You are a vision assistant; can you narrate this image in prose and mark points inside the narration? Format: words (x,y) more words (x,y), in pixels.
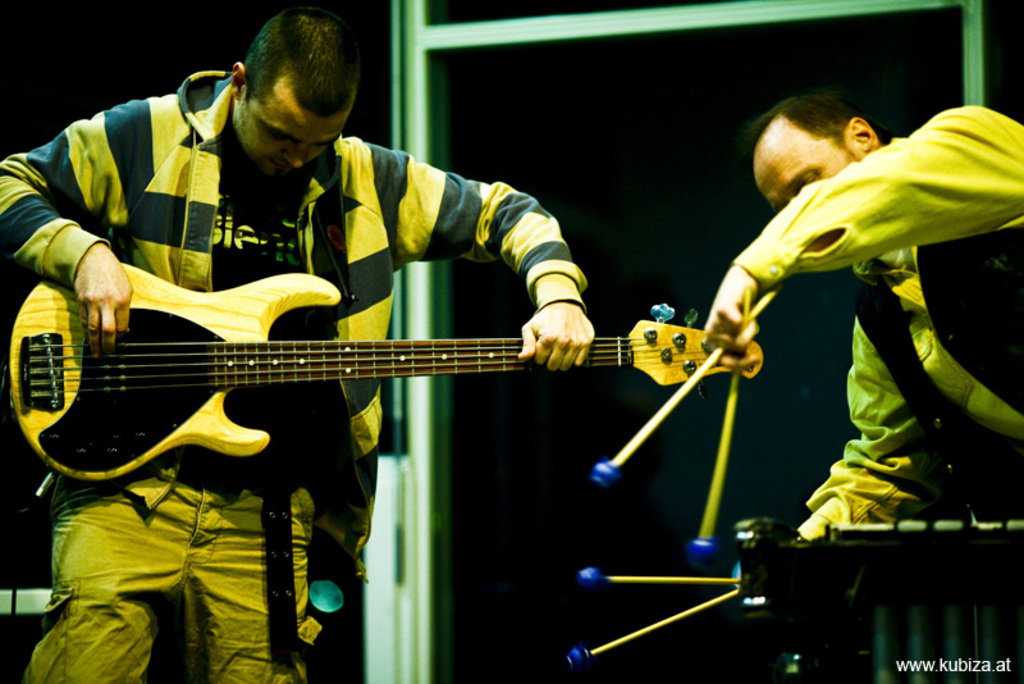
In this image i can see two persons (504,228) playing a musical instrument (464,341) at the back ground (444,44) i can see a rod (407,51).
